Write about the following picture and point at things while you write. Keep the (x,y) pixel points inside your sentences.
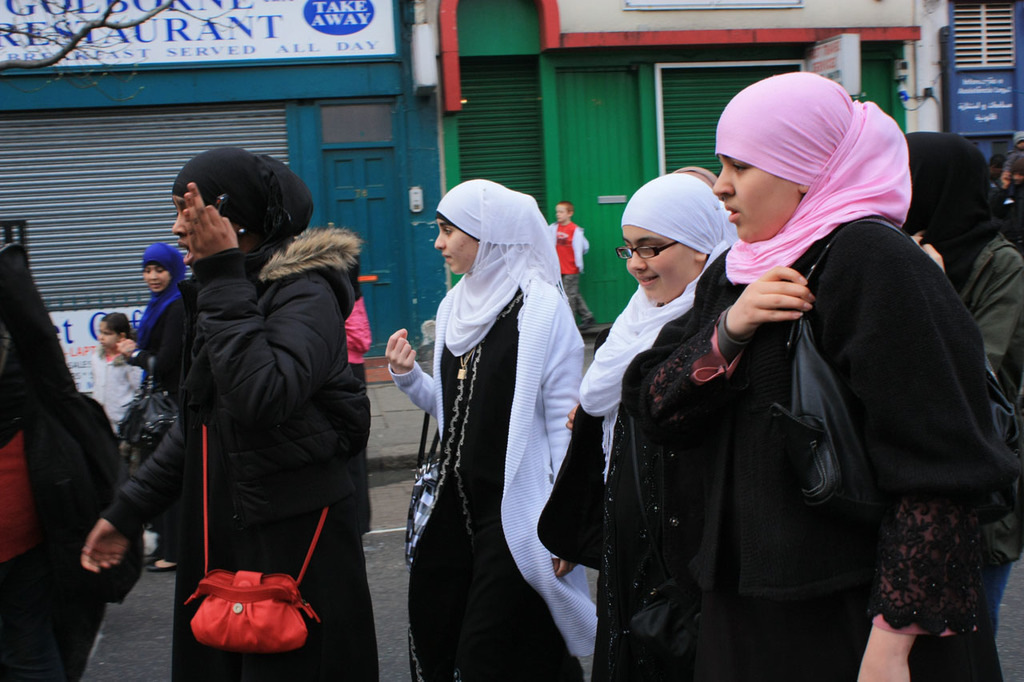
In the picture there Muslims (543,426) walking on the road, they are wearing black dress (869,367) that is burka (487,625), behind them there are some shops (277,102).
